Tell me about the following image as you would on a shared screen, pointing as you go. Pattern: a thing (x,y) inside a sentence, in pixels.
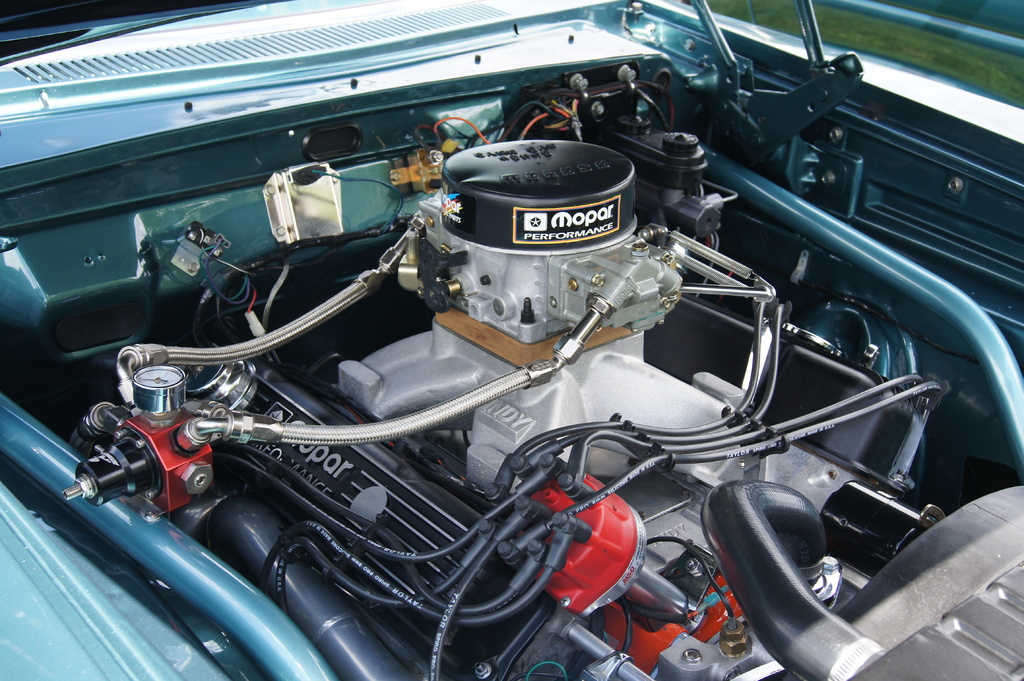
This is the picture of a vehicle (727,401). In this image there is a vehicle (497,133) and there are parts (506,325) of the vehicle (645,567) like motor (644,553), engine (660,600) and wires (341,544).
